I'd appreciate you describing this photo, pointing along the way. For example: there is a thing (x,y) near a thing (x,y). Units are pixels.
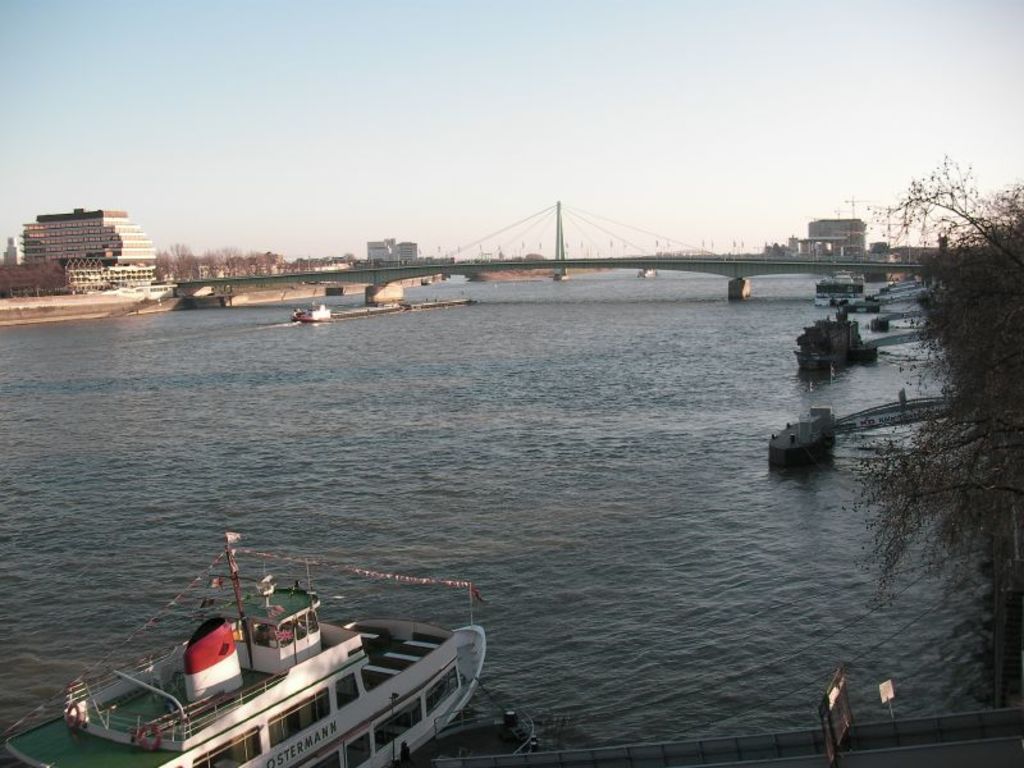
In this image in the front (273,740) there is a ship (304,721) on the water (476,703) which is white in colour and there is some text (322,738) written on the ship (327,733). On the right side (955,323) there is a tree (985,369). In the center (462,395) there is a river (493,377) and on the right side (841,324) there are objects (840,325) on the water (838,394) and there is a bridge (365,269) in the background (449,268). There are buildings (95,267), trees (246,258) and there are ships (455,303) on the water (588,282).
